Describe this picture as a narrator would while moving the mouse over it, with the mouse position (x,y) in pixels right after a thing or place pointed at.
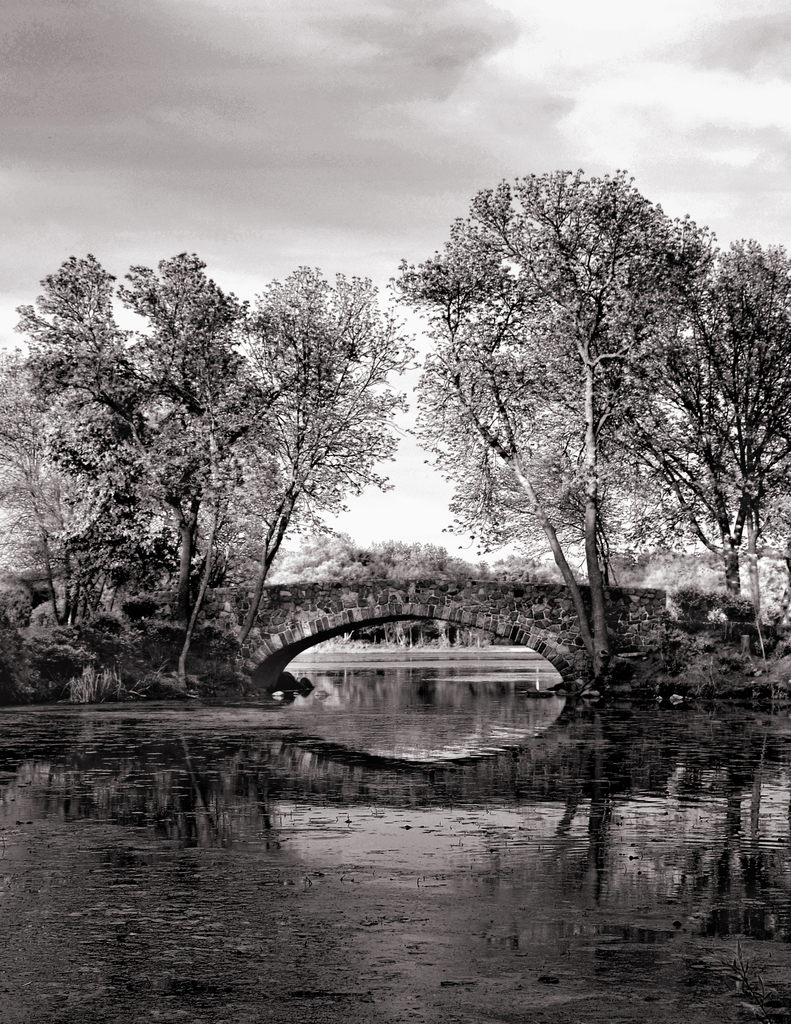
Here in this picture in the front (463,723) we can see water (387,694) present over a place and in the middle (269,610) we can see a bridge (415,612) and below that we can see a tunnel (527,659) present and we can also see plants (164,669) and trees (285,563) present on the ground (746,615) and we can see the sky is fully covered with clouds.
